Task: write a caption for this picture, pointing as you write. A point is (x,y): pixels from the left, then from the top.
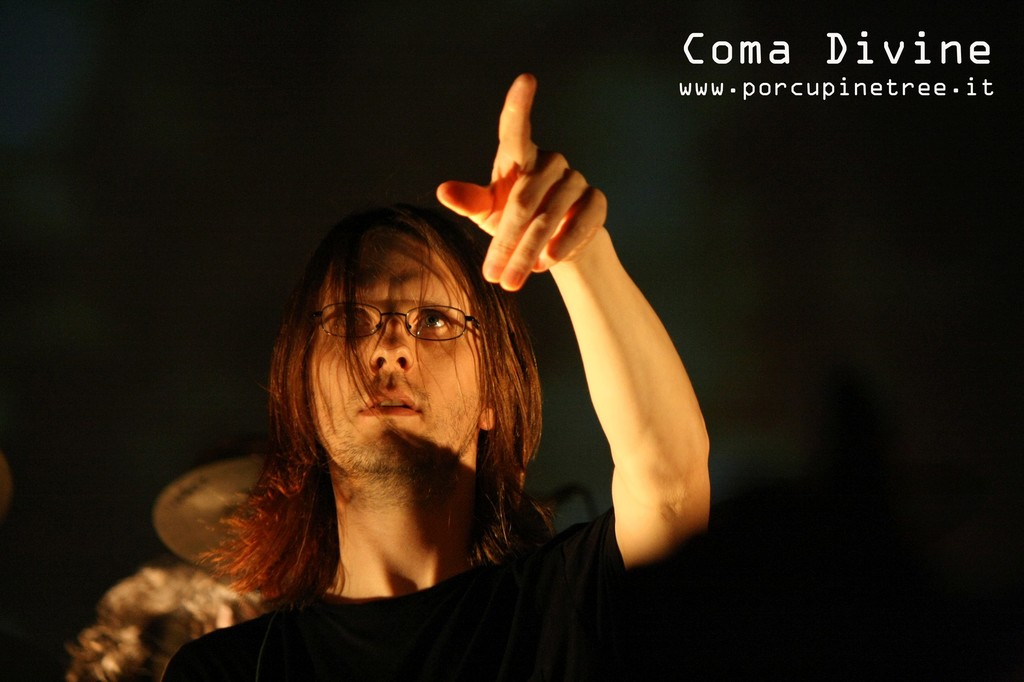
In this picture we can see a man (449,421), he wore spectacles (354,329), and we can see dark background (782,405).
